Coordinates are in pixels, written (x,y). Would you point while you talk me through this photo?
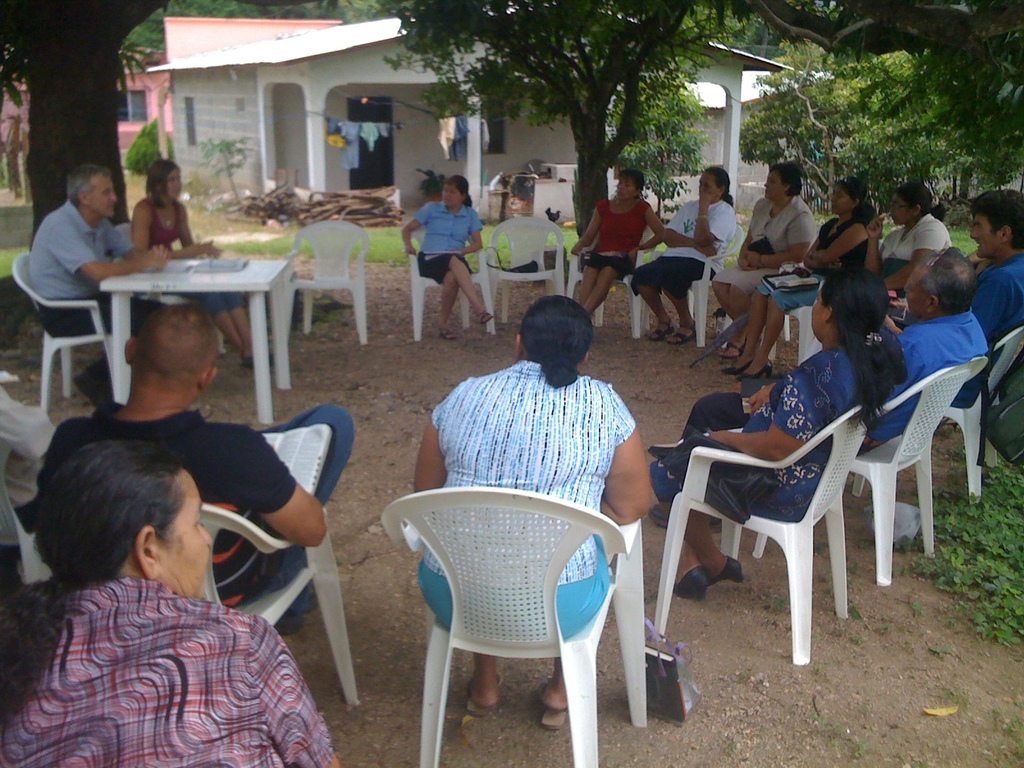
This is the out side of a house (209,41) and there are the group of persons (678,213) sitting on the chair (475,588) and there are the two persons (158,240) sitting in front of the table (220,284) on the chair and there are the some trees (501,39) visible and left side (322,43) there is a house (264,135) visible and in front of the house (305,139) there are some clothes (366,137) visible.
